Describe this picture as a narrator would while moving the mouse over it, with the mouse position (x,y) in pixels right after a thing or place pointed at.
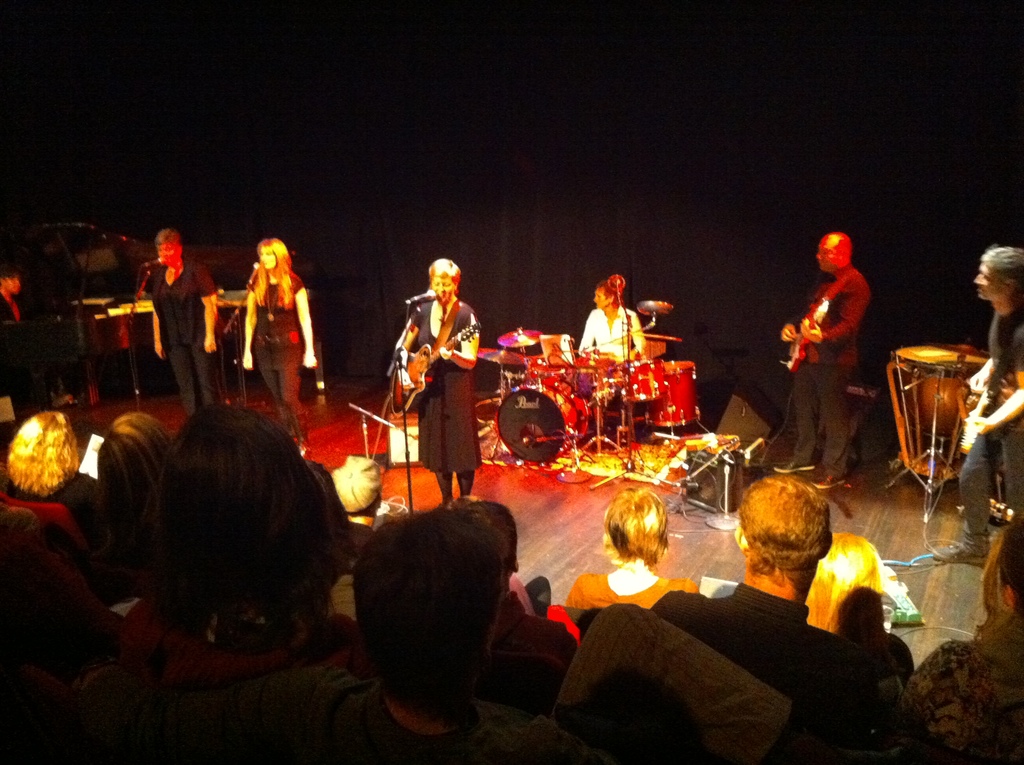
Here we can see a six persons (962,554) performing on a stage (540,513). There is a woman (432,327) in the center (436,313). She is holding a guitar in her hand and she is singing on a microphone (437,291). Here we can see a few people (583,755) sitting on a chair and watching these people (449,419).
